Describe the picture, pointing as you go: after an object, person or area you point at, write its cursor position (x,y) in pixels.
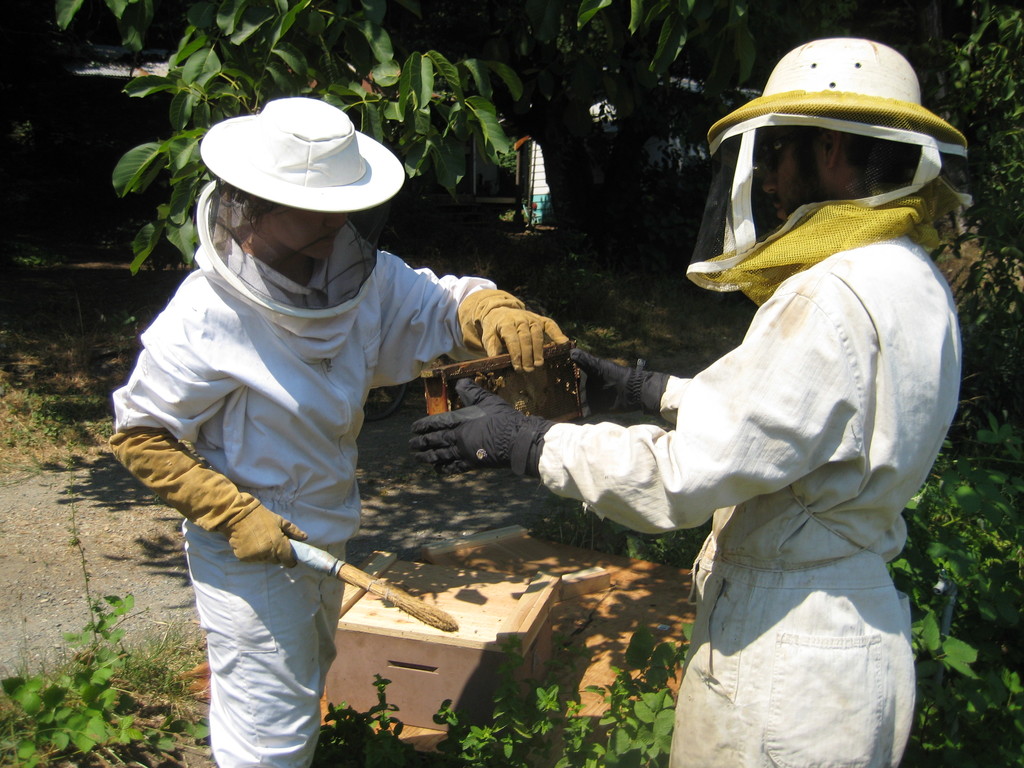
In this image we can see two people (809,643) are standing and holding an object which looks like a honeycomb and we can see some trees (763,54) and plants (565,726). In the background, we can see a building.
